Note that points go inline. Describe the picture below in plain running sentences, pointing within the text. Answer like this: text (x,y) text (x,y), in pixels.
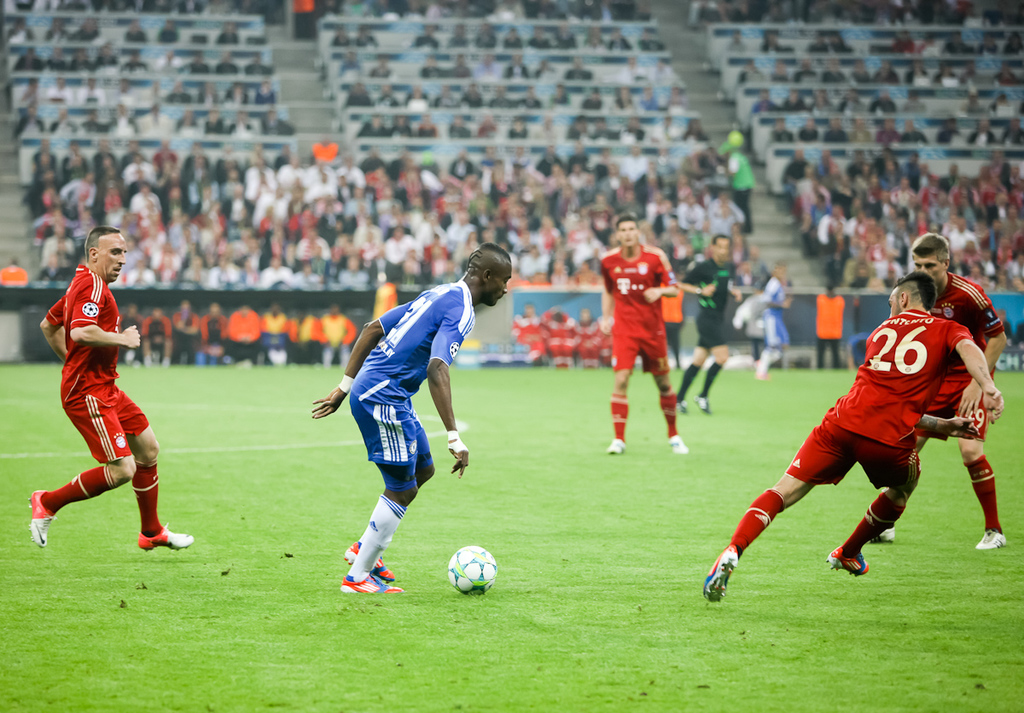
This picture looks like a stadium (555,114), in this image we can see a few people (388,225), among them, some people (389,481) are playing in the ground (304,430), there are some stairs (314,79) and boards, also we can see a ball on the ground (173,374).
